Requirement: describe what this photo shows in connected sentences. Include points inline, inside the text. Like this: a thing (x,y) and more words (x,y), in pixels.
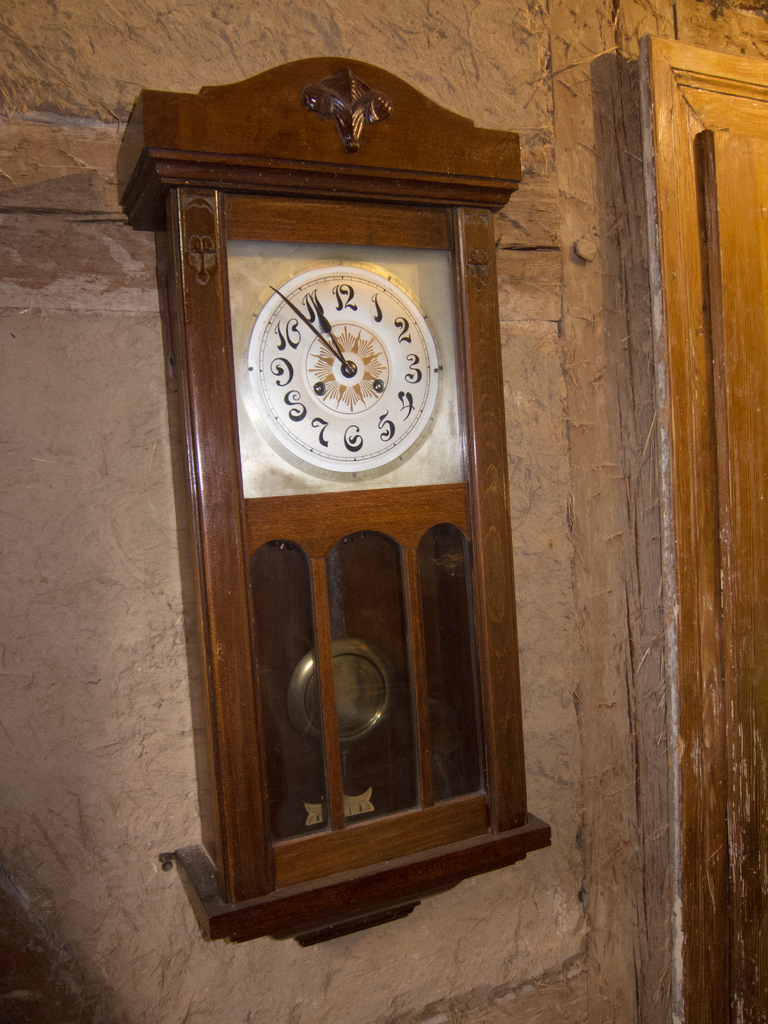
In this image in the center (485,432) there is one clock (201,692), and in the background (170,562) there is wall (10,503) and door (760,322).
